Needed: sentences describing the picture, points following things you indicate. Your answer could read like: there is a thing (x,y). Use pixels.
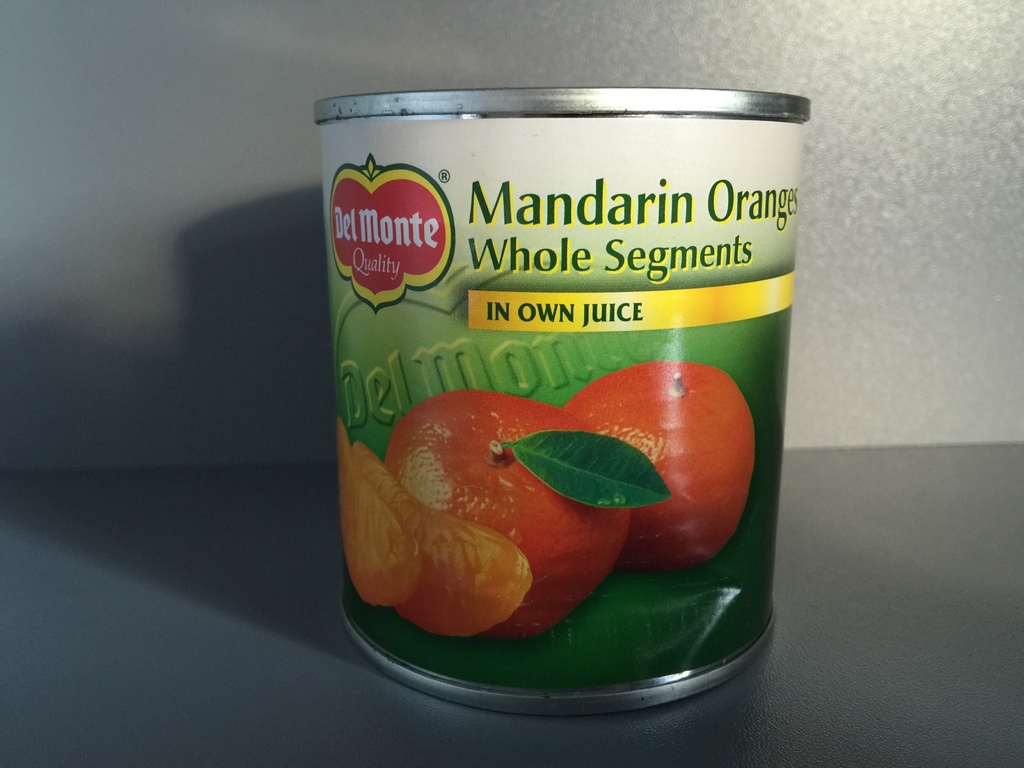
This picture might be taken inside the room. In this image, in the middle (477,259), we can see a can (450,116), on which it is written as whole segments, on the can (395,441), we can also see some oranges (664,465) and the can (745,447) is placed on the surface (988,607). In the background (872,212), we can also see a wall (978,155) which is in gray color.
